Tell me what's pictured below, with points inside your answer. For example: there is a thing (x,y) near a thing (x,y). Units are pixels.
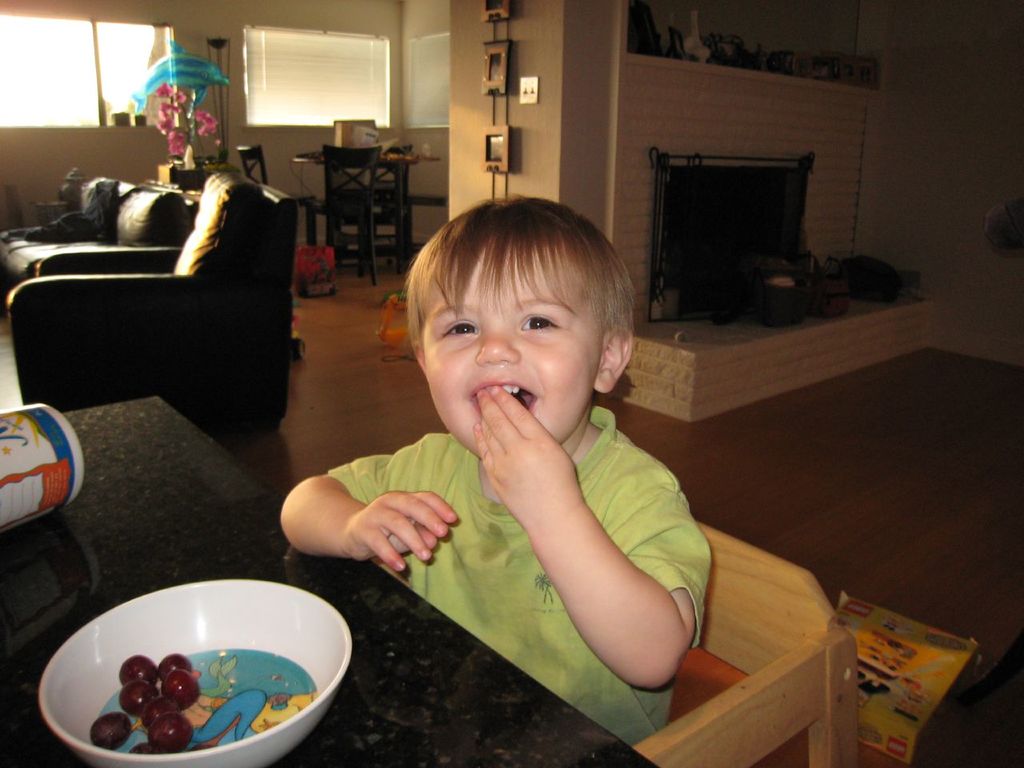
As we can see in the image, there is a boy (512,435) sitting on chair (710,643). In front of him there is a table (435,690). On table (343,711) there is a white color bowl (173,627) and there are sofas (154,279) over here.
